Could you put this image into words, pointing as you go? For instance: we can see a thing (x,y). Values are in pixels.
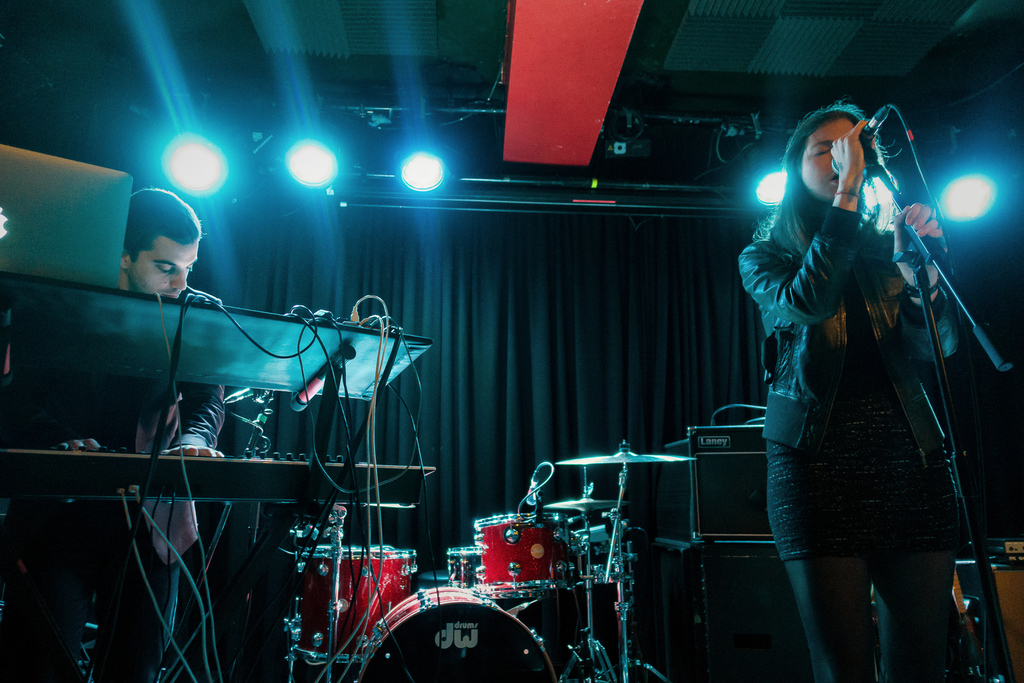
In this image there is a girl (832,329) on the right side (845,334) who is singing with the mic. On the left side (148,254) there is a man (144,440) who is playing the keyboard (173,485). At the top (324,173) there are lights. In the background (513,566) there are drums (527,517) and plates (597,452). On the left side (57,213) there is a laptop (76,238) on the podium (169,323).
